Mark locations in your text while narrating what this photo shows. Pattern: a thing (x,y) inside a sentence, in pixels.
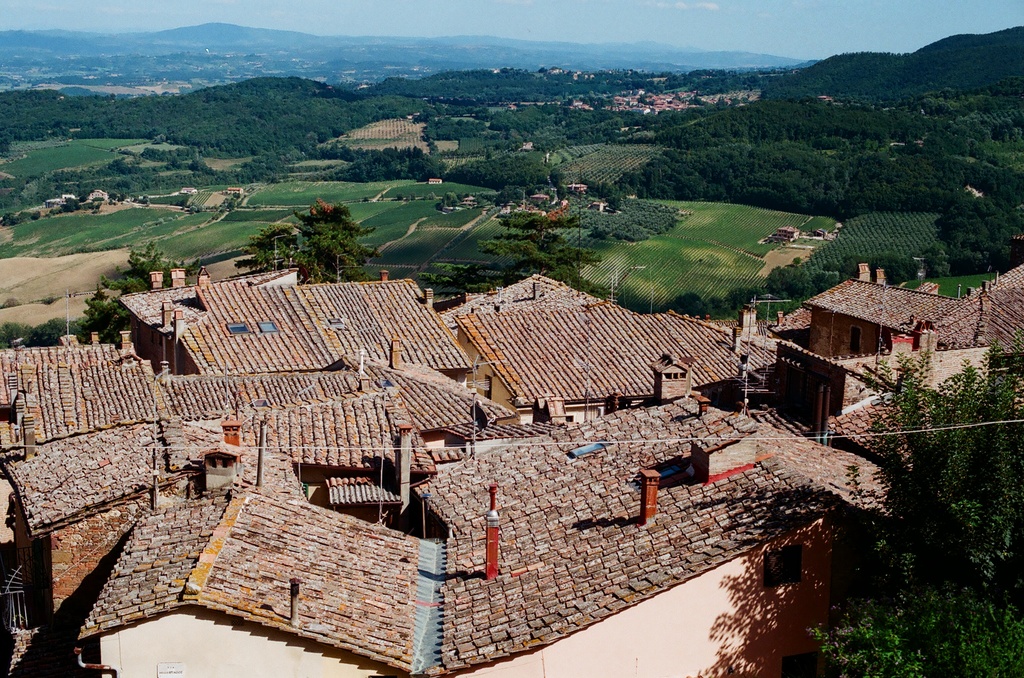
In this image in the foreground (268,476) there are buildings (950,346). In the right (946,526) there is a tree (958,578). In the background (476,204) there are trees (469,173), buildings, hills (278,122) and sky (477,13).
